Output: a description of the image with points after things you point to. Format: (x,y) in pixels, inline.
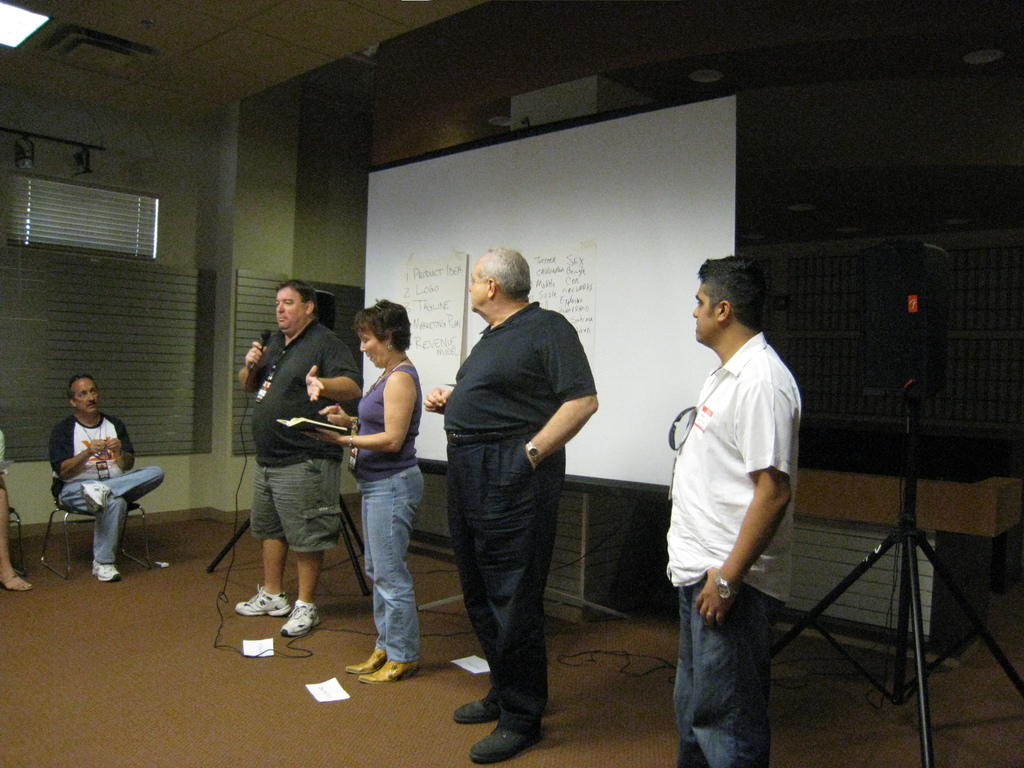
In this picture we can see a person (322,390) holding a mike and standing on the floor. Remaining people (116,462) are looking at him. In the background (616,411) it looks like a whiteboard (558,217).
